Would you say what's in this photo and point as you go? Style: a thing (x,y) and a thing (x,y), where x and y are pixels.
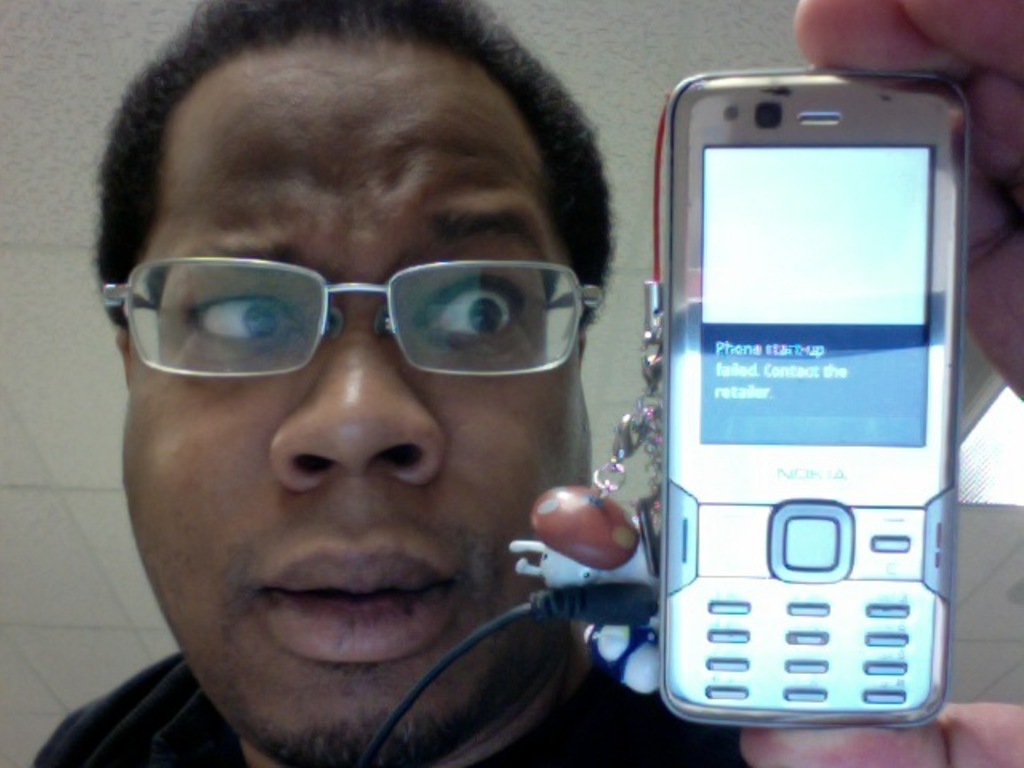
In the middle of the image (515,405) a person (564,297) is looking a mobile (937,276). Behind him there is a wall (88,217).
